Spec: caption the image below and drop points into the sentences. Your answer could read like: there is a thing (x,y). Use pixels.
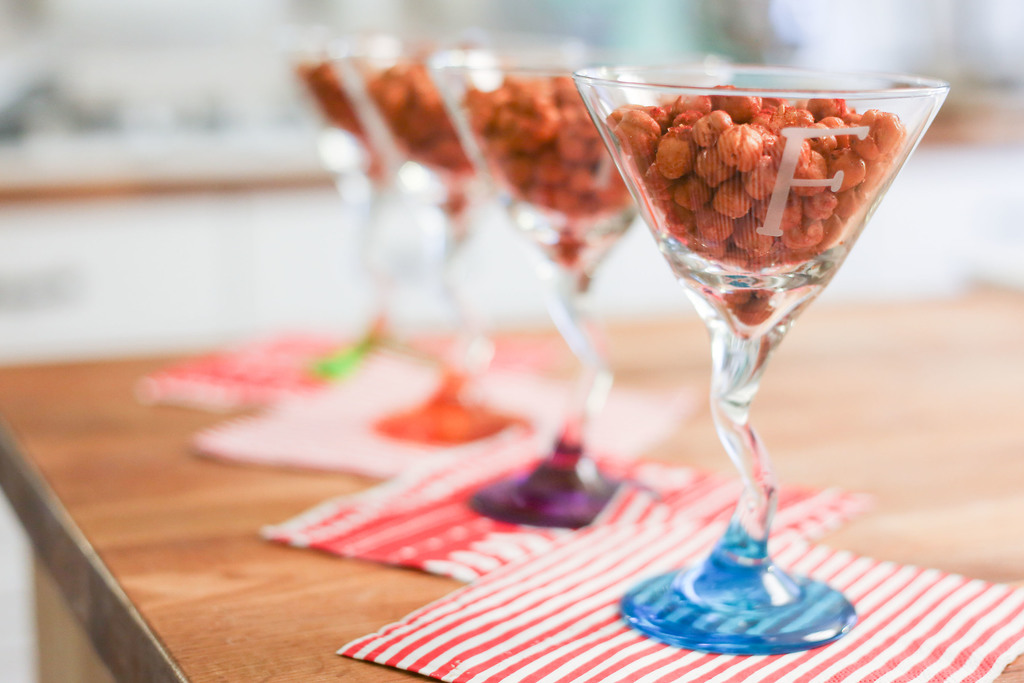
In the table (630,328) we can see tissue papers (465,460), wine glasses (690,281) and seeds (581,112). On the background (92,241) we can see white color wall (275,219).
